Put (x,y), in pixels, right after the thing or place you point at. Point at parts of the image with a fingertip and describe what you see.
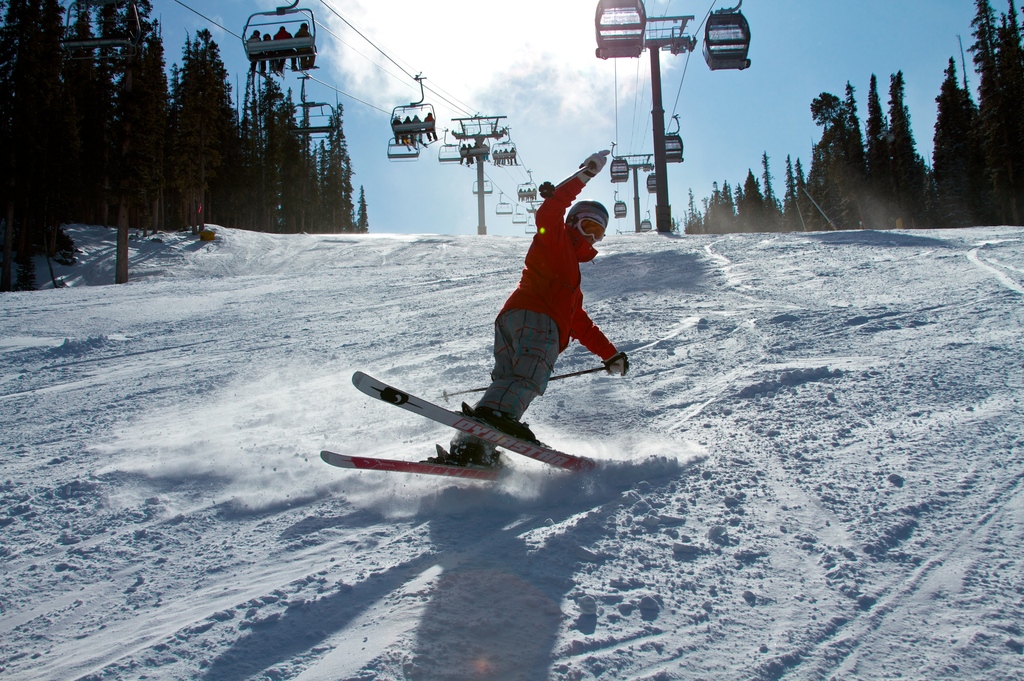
In this picture I can see a person (513,427) with ski-boards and ski-poles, there are group of people (295,63) riding the rope-way (619,158), there are trees (342,202), snow (313,256), and in the background (475,164) there is sky (575,61).
